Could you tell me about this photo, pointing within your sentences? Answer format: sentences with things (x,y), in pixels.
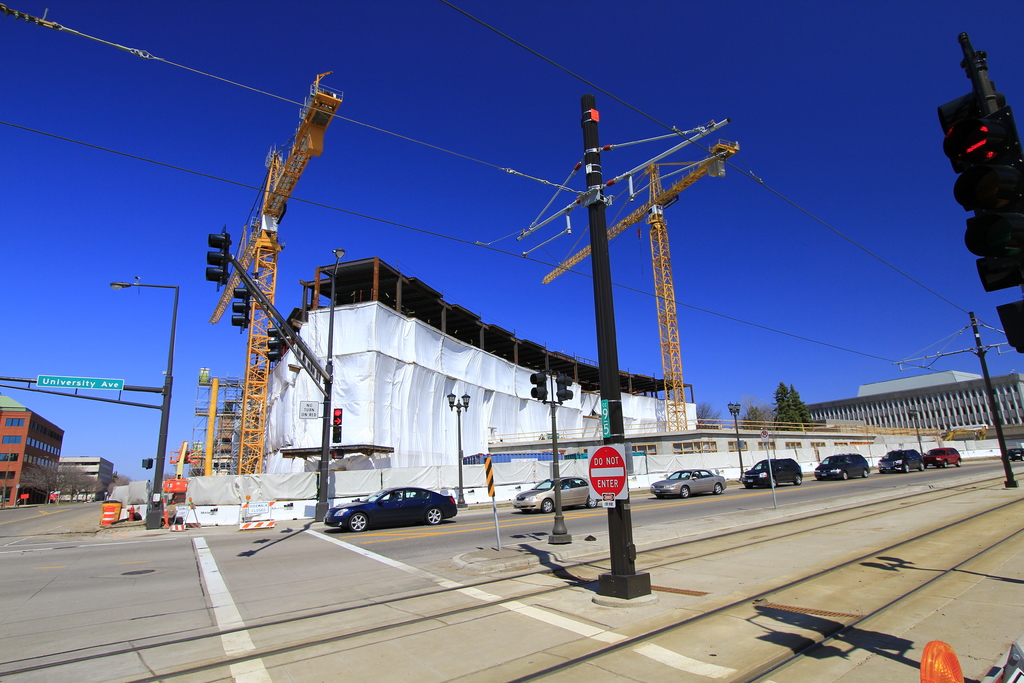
There are vehicles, poles (234,255) and wires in the foreground area of the image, there are buildings (549,394), trees (704,406) and the sky (702,322) in the background (436,176).
